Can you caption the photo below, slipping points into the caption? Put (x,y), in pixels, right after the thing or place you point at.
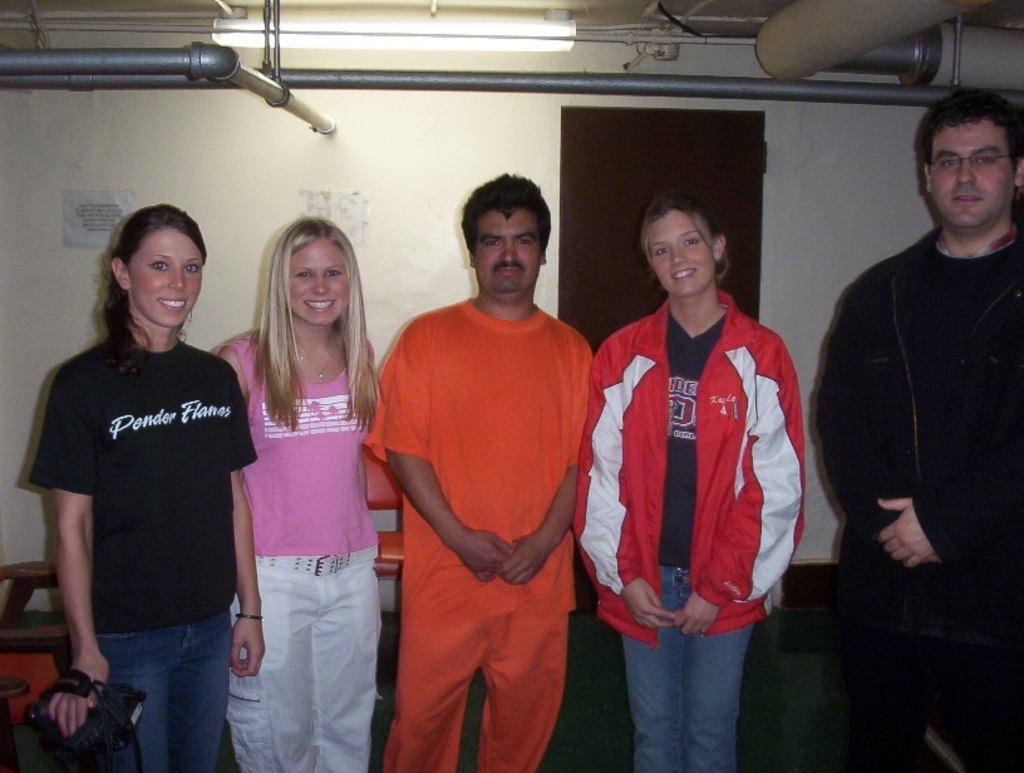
There are total five people (373,408) three (724,394) are women (630,489) and two (538,410) are men (563,490), all of them are posing for the photograph and the woman (77,458) wearing black shirt (97,594) is holding a camera (87,719), behind these people (964,291) in the background (405,129) there is a wall (200,198).
